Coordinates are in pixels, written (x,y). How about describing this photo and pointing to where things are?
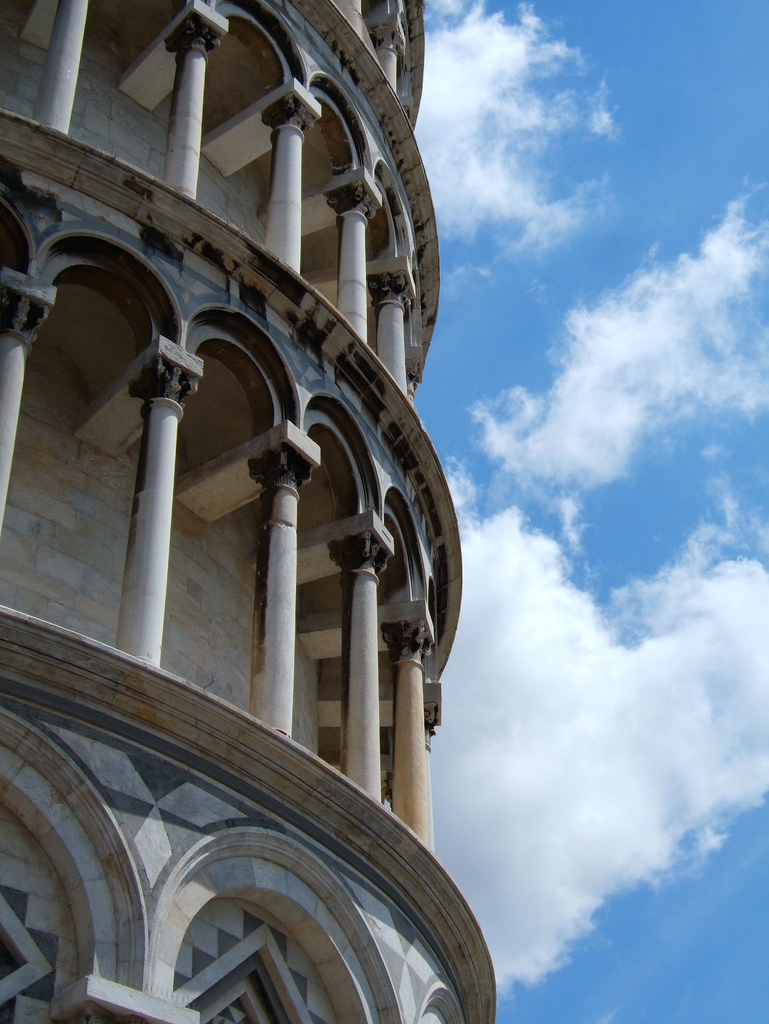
In this image we can see a building (307,461) with pillars (291,681). We can also see the sky (586,563) which looks cloudy.
